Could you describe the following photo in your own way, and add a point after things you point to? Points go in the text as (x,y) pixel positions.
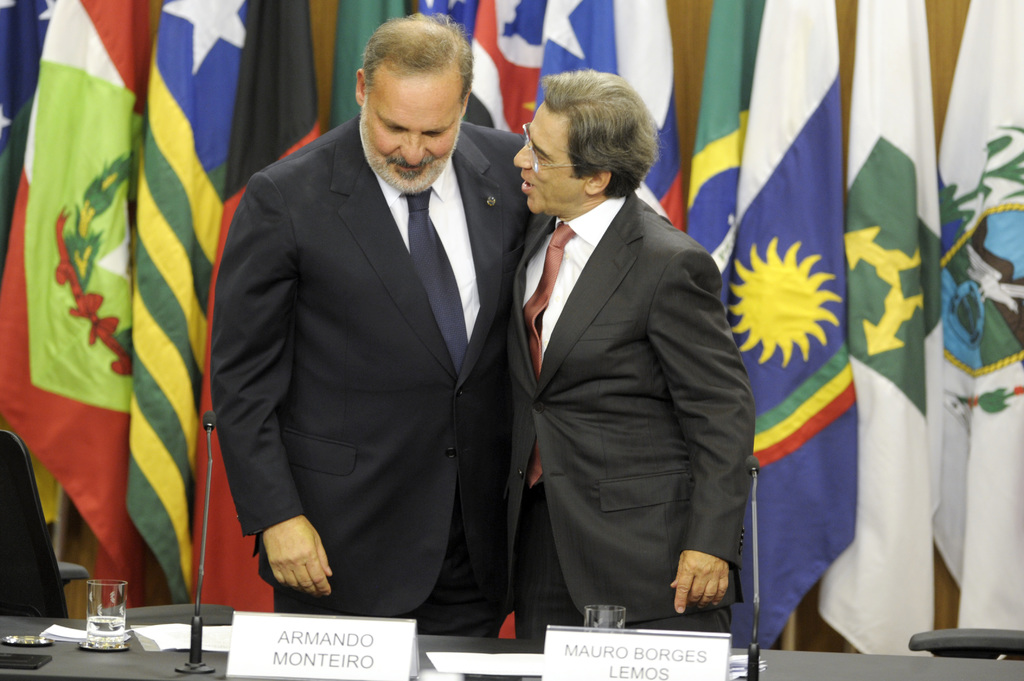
Men (440,425) are standing. These are flags (888,193), this is microphone (208,475), glass (114,630), paper (158,641).
